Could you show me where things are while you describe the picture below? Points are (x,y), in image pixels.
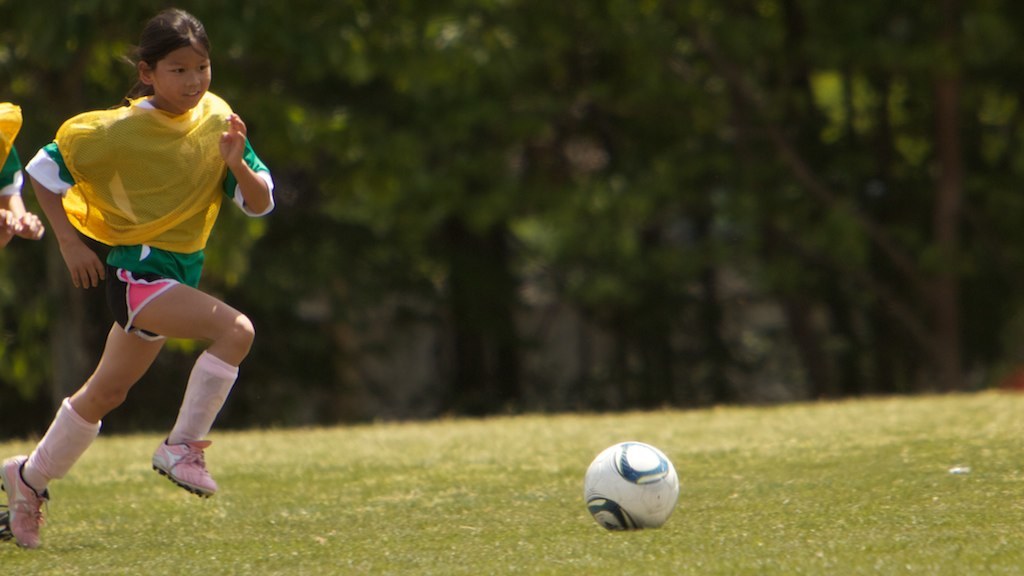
The girl (123,230) in a green and yellow dress (146,245) is running. At the bottom (468,482), we see grass (685,537) and a ball (656,498) in white color. Behind her, we see the hands (20,223) of the person (8,218). They might be playing the football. There are trees (464,151) in the background (520,338). This picture is blurred in the background (580,148).
